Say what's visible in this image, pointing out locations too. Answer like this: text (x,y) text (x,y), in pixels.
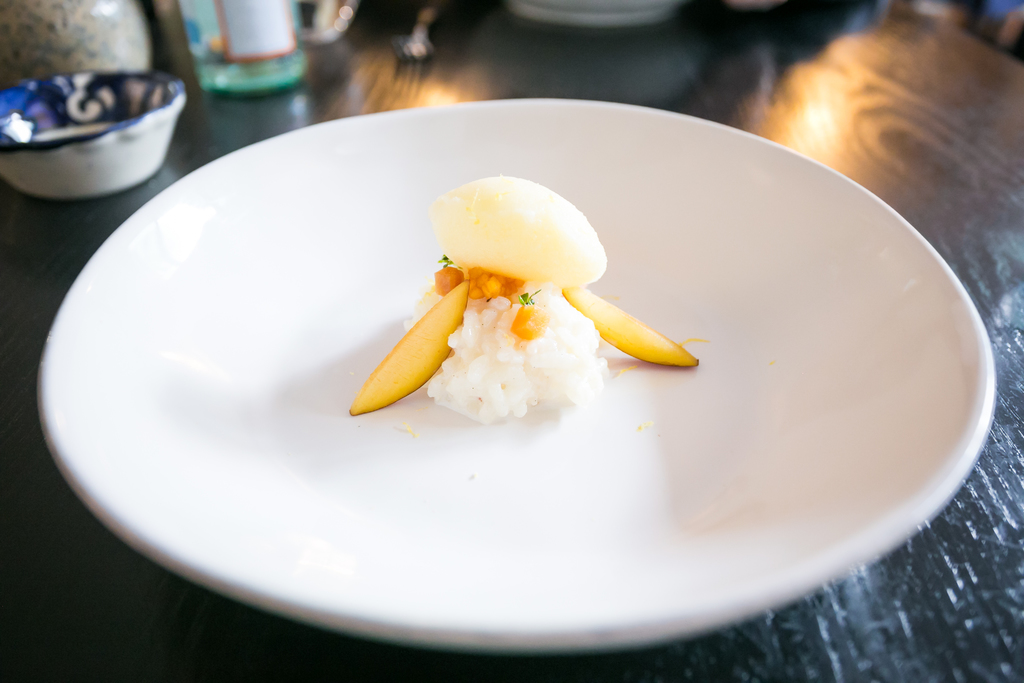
In this image I can see a black colored table (941,152) and on it I can see a plate (755,453) which is white in color. In the plate (612,381) I can see a food item (488,358) which is white, cream, yellow and orange in color. I can see few other objects (291,47) on the table (457,11).
